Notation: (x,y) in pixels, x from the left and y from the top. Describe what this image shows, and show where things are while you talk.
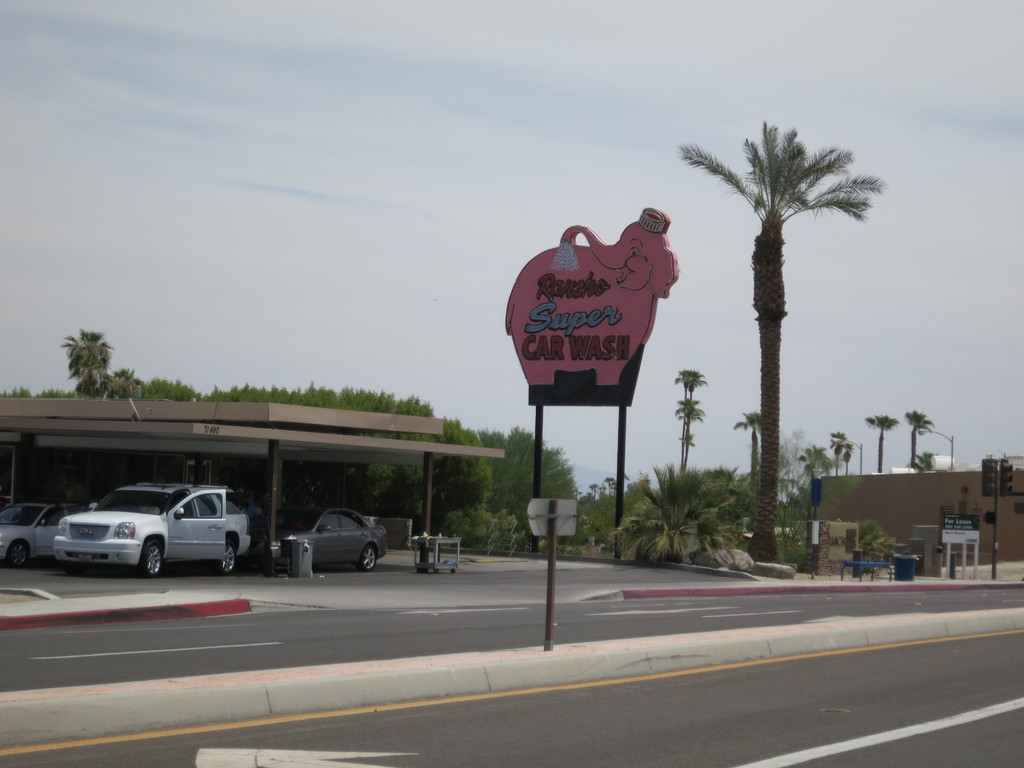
In this image at front (990,754) there is a road (346,653). On the backside (231,524) there are cars (26,526) parked under the building (253,471). Beside the car (328,557) there is a dustbin (307,566). In the background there is a board (602,343) with the name (602,343) written on it. We can also see traffic signals (983,479), trees (911,461), buildings (876,483) and at the top (611,225) there is sky (285,150).
